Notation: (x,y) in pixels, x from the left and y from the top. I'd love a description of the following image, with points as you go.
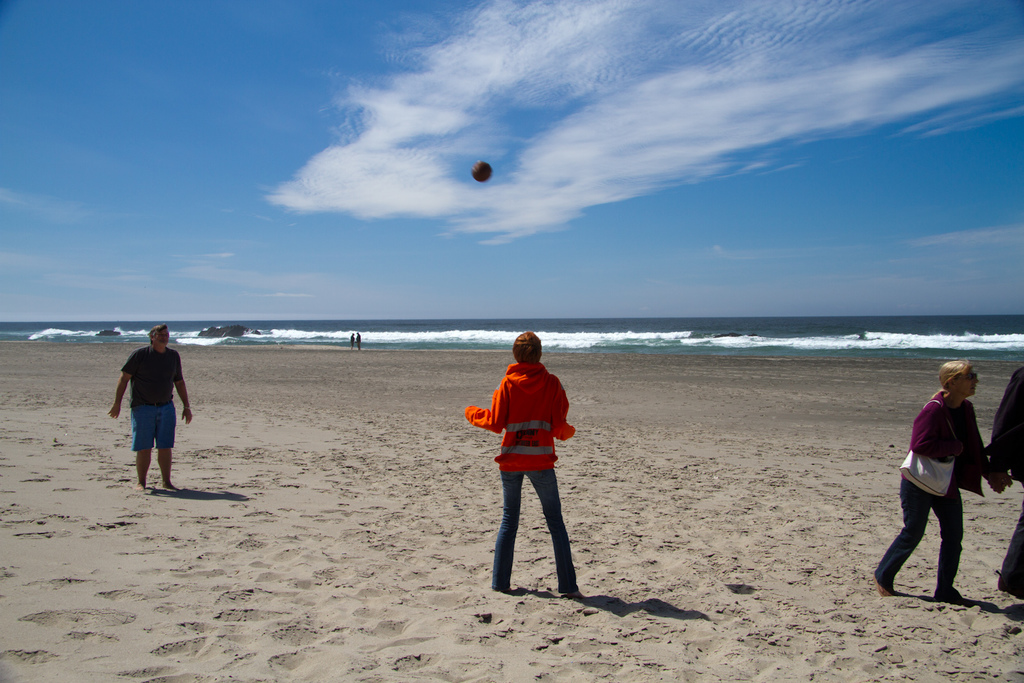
This image is clicked near the beach (463,434). At the bottom (285,615), there is sand (248,582). In the background (133,334), there are waves (829,343) in the ocean (829,328). There are few people (139,385) playing with the ball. At the top (543,152), there is a sky (180,167).
